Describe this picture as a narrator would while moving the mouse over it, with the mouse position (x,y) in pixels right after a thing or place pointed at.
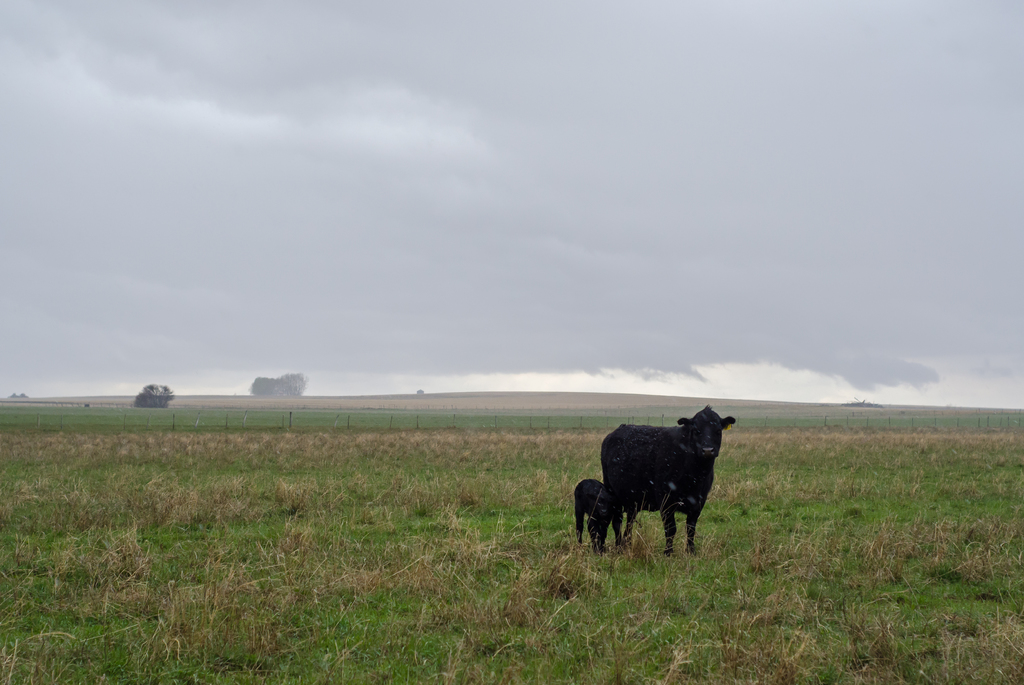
In this picture we can see two animals (614,466) standing on the grass (312,504), fence (166,424), trees (258,393) and in the background (245,395) we can see the sky (505,234) with clouds (240,265).
